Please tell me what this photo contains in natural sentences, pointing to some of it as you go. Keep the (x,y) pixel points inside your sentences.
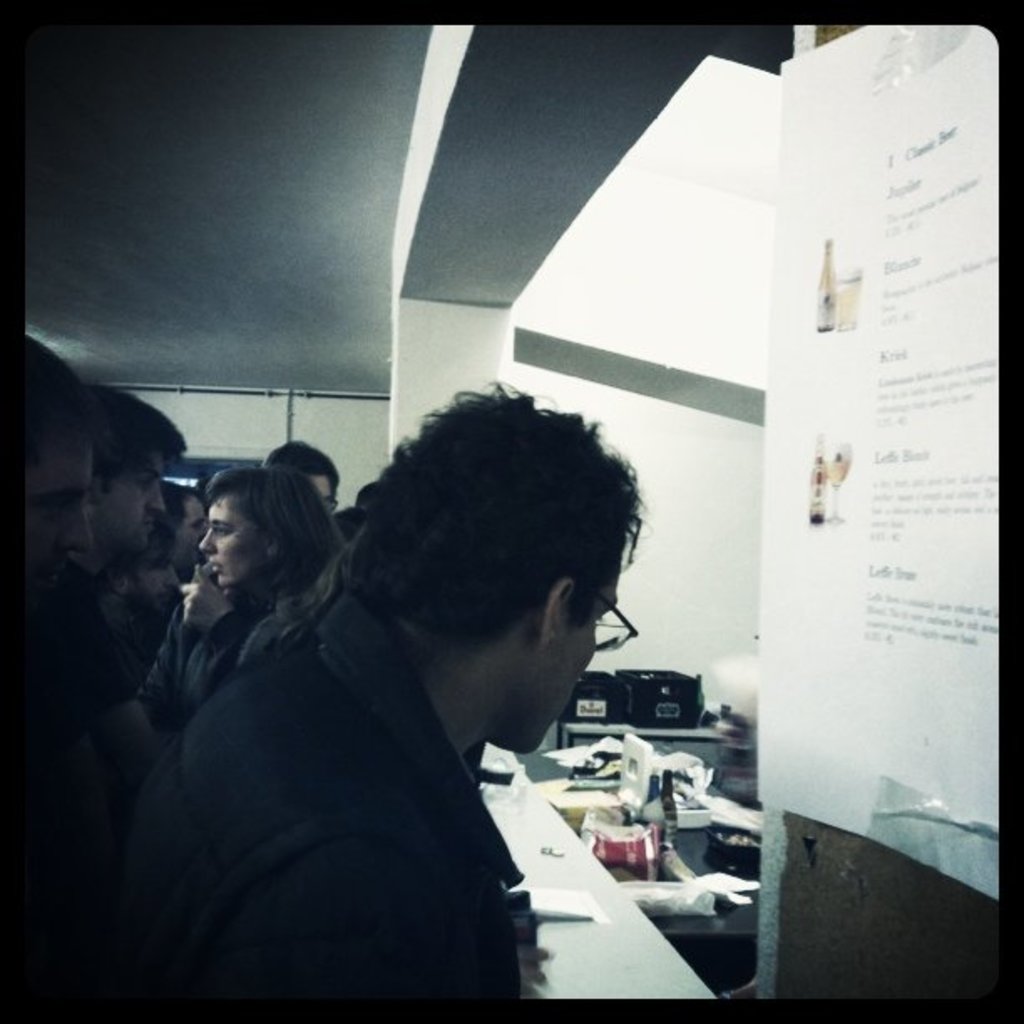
On the left side of the image (126,663) a group of people (187,688) are standing. On the right side of the image (842,351) paper (806,310) is present. In the middle of the image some objects (641,755) are there. At the top of the image (258,137) roof (287,160) is present.
